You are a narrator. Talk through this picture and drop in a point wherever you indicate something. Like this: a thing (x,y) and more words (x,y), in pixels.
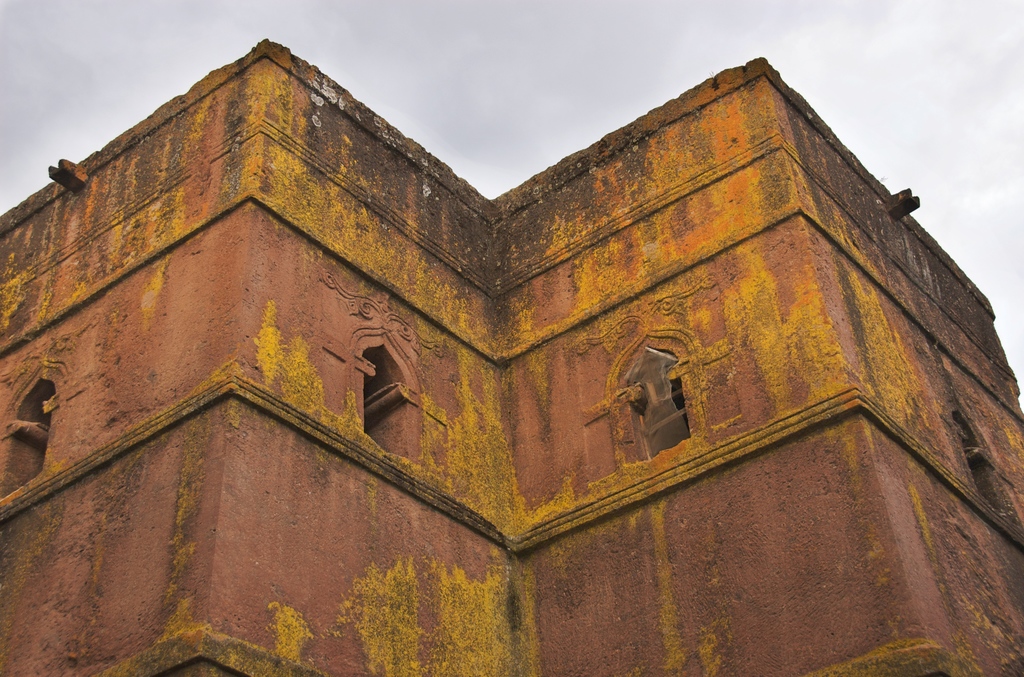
This image is taken outdoors. At the top of the image (533,22) there is a sky (973,233) with clouds (935,96). In the middle of the image (544,356) there is a fort (325,495) with walls (232,536).
